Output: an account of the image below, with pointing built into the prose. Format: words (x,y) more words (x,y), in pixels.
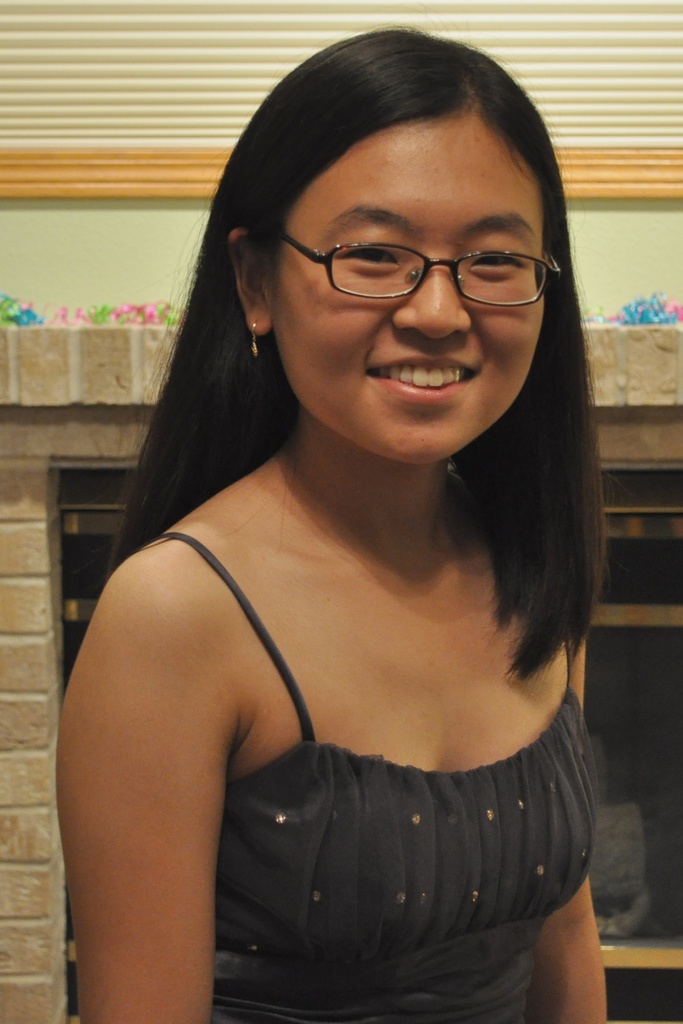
In this image, we can see a woman (592,994) smiling and she is wearing specs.
